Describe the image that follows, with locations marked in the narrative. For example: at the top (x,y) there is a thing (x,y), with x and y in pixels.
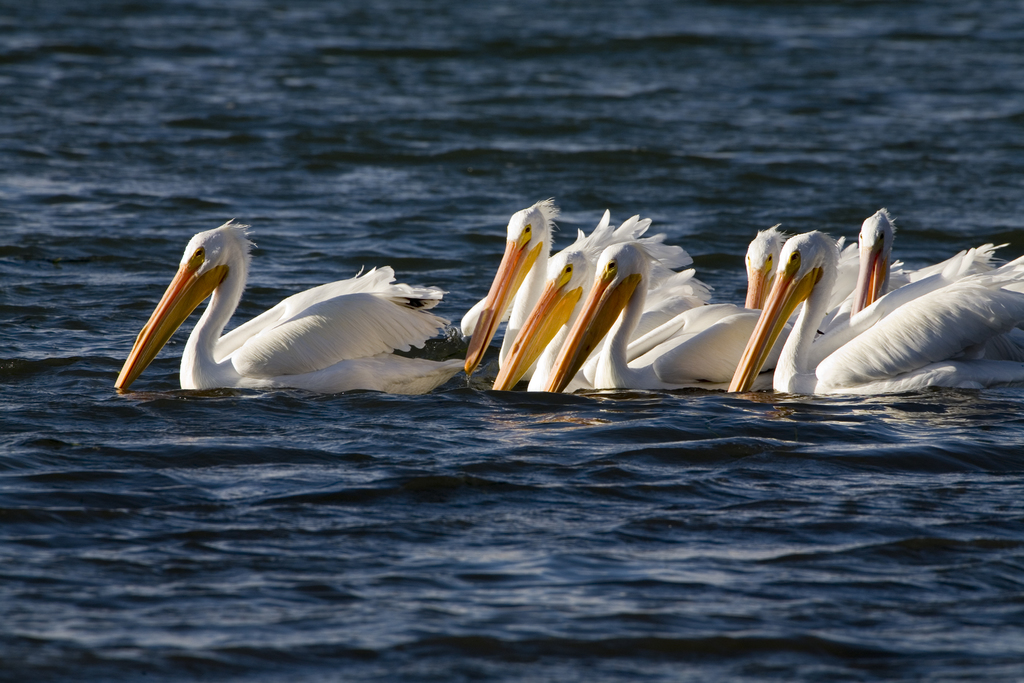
In this picture there are birds (632,279) on the water (539,452). At the bottom (498,499) there is water (207,152) and the birds (431,363) are in white color.
